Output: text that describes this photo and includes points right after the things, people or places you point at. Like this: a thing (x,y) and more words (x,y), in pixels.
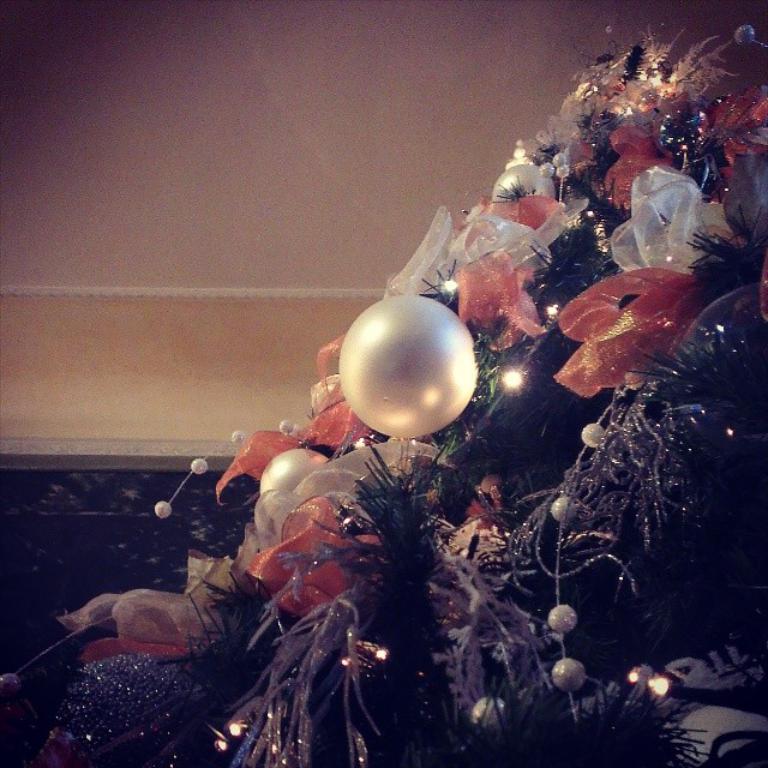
In this picture we can see balls (421,369), lights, ribbons (604,341) and decorative items (615,340). In the background of the image (209,313) we can see wall (211,291).
